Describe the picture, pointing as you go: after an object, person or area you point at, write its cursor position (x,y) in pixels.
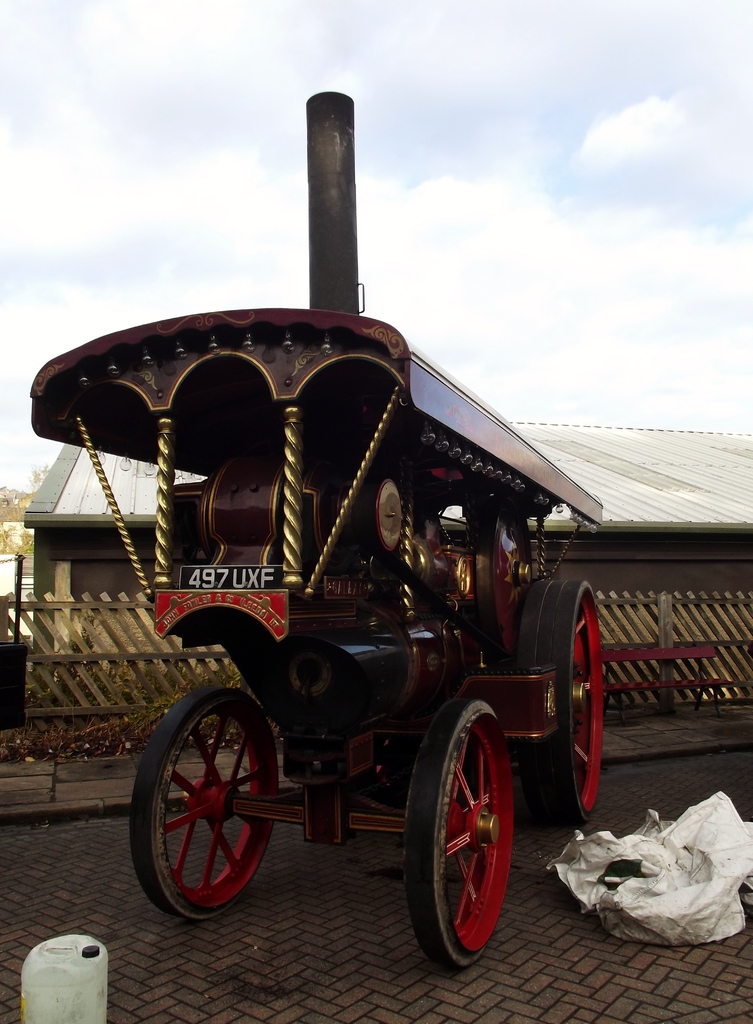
In this image there is a cart (350,817) on the ground (391,845). Beside the cart (449,799) there is a plastic sheet (658,896) on the ground (143,948). In the bottom left (80,987) there is a can (104,969). There is text (237,596) on the cart (192,582). Behind the cart (590,617) there is a wooden railing (728,617). In the background (137,504) there is a house (673,477). At the top (357,110) there is the sky (292,94).
